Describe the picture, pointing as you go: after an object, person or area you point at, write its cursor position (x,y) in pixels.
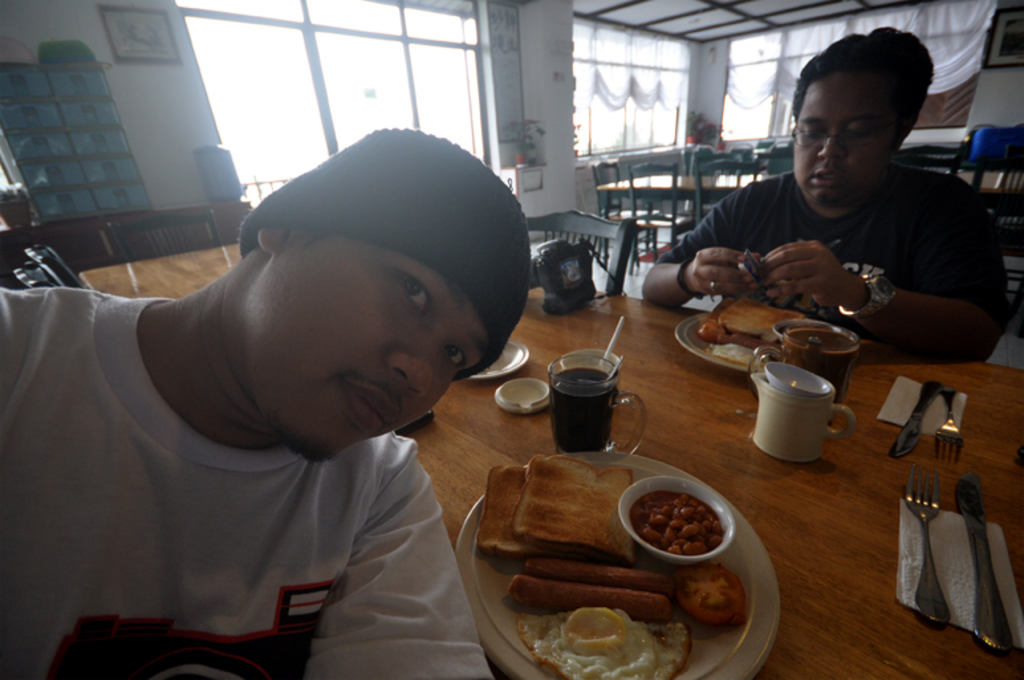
In this picture, there are two persons (735,294) sitting in the chairs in front of a table (833,609). On the table (817,594) there is some food (580,575) on in the plate (745,591). We can observe fork (930,585), knife (988,596), tissues (898,408) and some cups (578,402) and glasses (594,403) here. In the background (628,108) there is a curtains (611,82), windows (343,80) and a wall (177,103) here.
